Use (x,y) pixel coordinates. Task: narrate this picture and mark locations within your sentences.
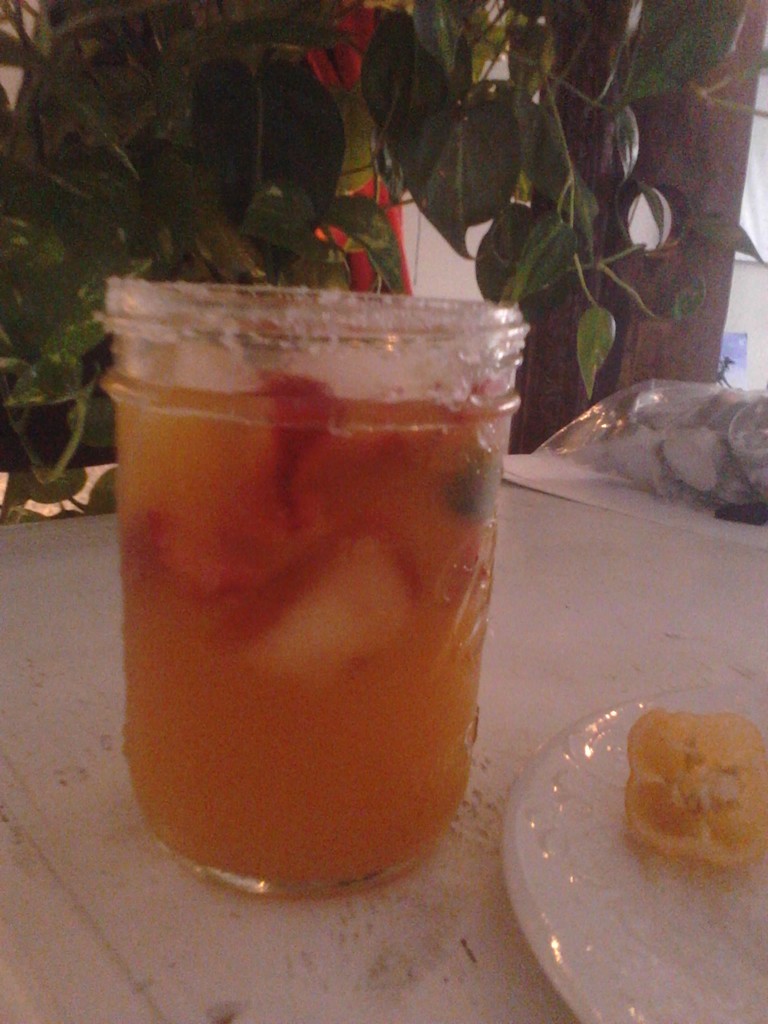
In this image we can see a glass (311,542) is kept on the white surface (215,938). Bottom right of the image (611,961) one white color plate (588,855) is present and in it some food (678,809) is there. Background of the image (424,96) plant (374,117) is present. Right side of the image (655,457) one plastic cover (665,440) is there.
